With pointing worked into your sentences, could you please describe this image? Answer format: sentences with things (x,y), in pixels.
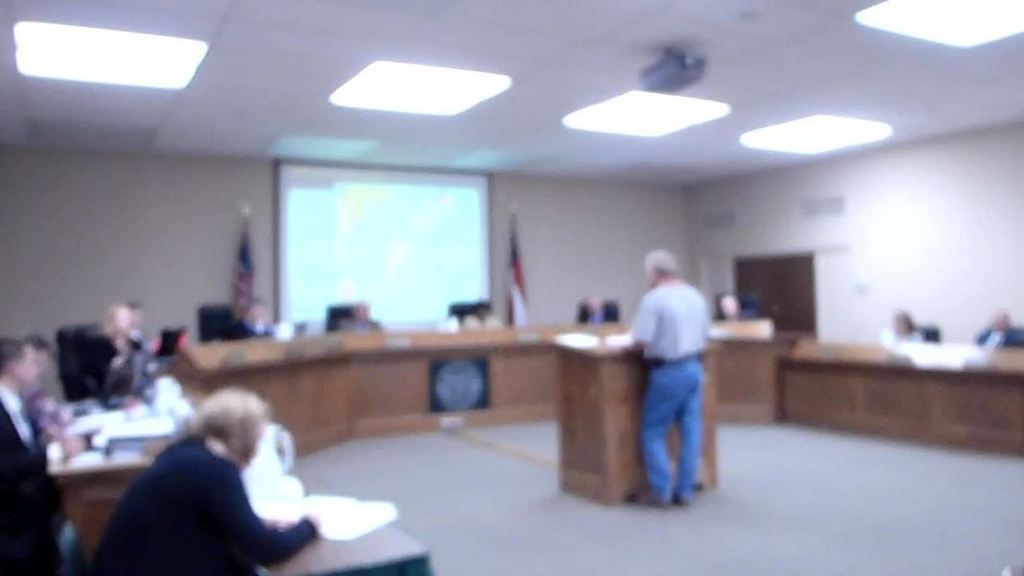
In the foreground (118,444) I can see a group of people (256,323) are sitting on the chairs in front of a desk (332,359) on which some objects (120,420) are placed and a person (661,365) is standing in front of a standing table (608,456). In the background (479,227) I can see a screen (333,285), wall (153,284), door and lights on a rooftop (718,45). This image is taken may be in a hall (507,296).
